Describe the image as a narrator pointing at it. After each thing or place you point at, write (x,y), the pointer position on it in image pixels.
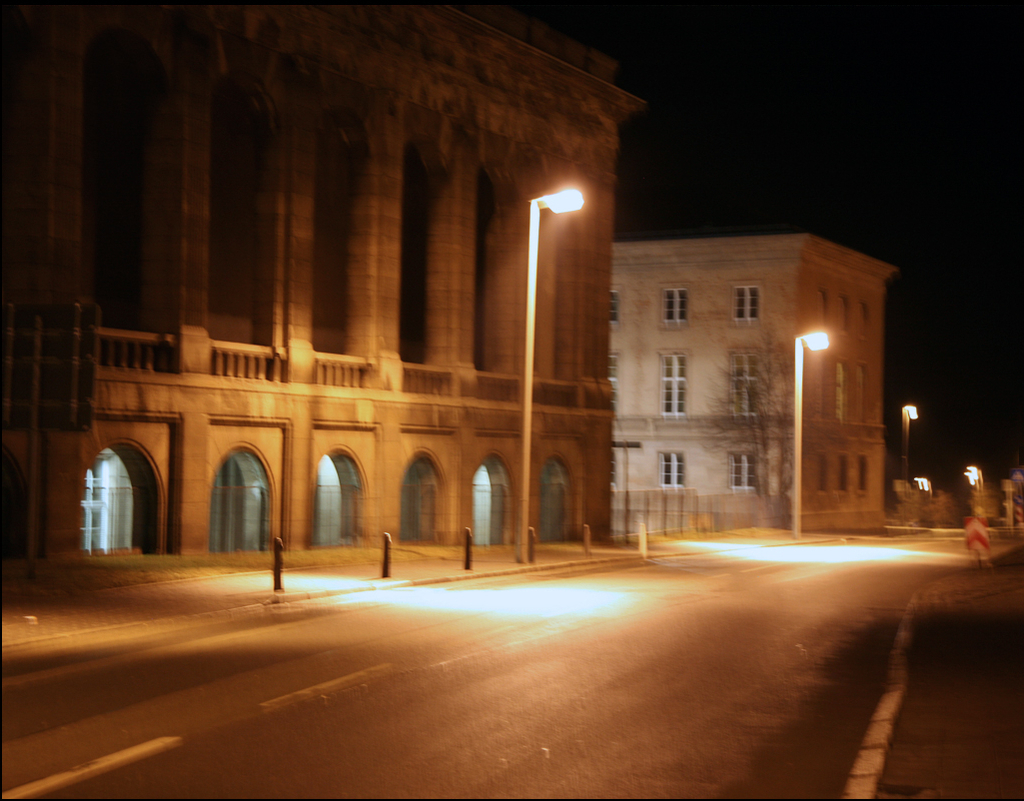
In this image there are buildings (483,432), in front of the buildings (517,474) there are street lights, rods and a road (622,631). The background (893,174) is dark.
